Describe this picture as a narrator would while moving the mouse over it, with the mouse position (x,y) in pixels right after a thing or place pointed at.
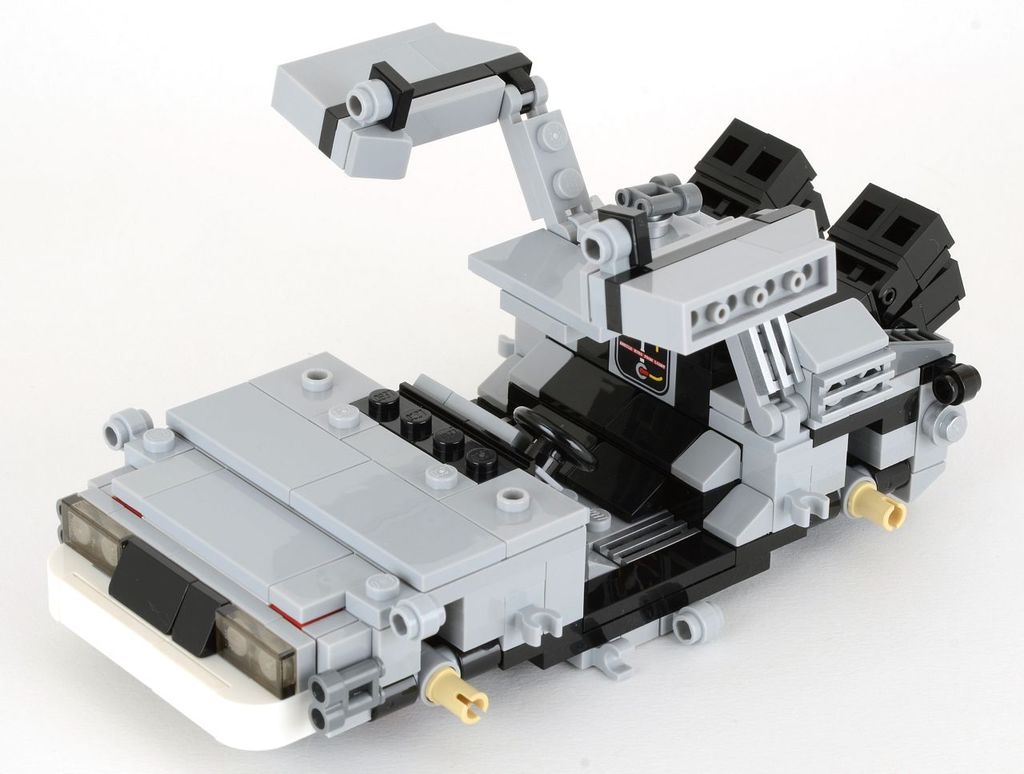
In this image I can see a silver and black colour thing (555,482) on the white colour surface (970,750).
